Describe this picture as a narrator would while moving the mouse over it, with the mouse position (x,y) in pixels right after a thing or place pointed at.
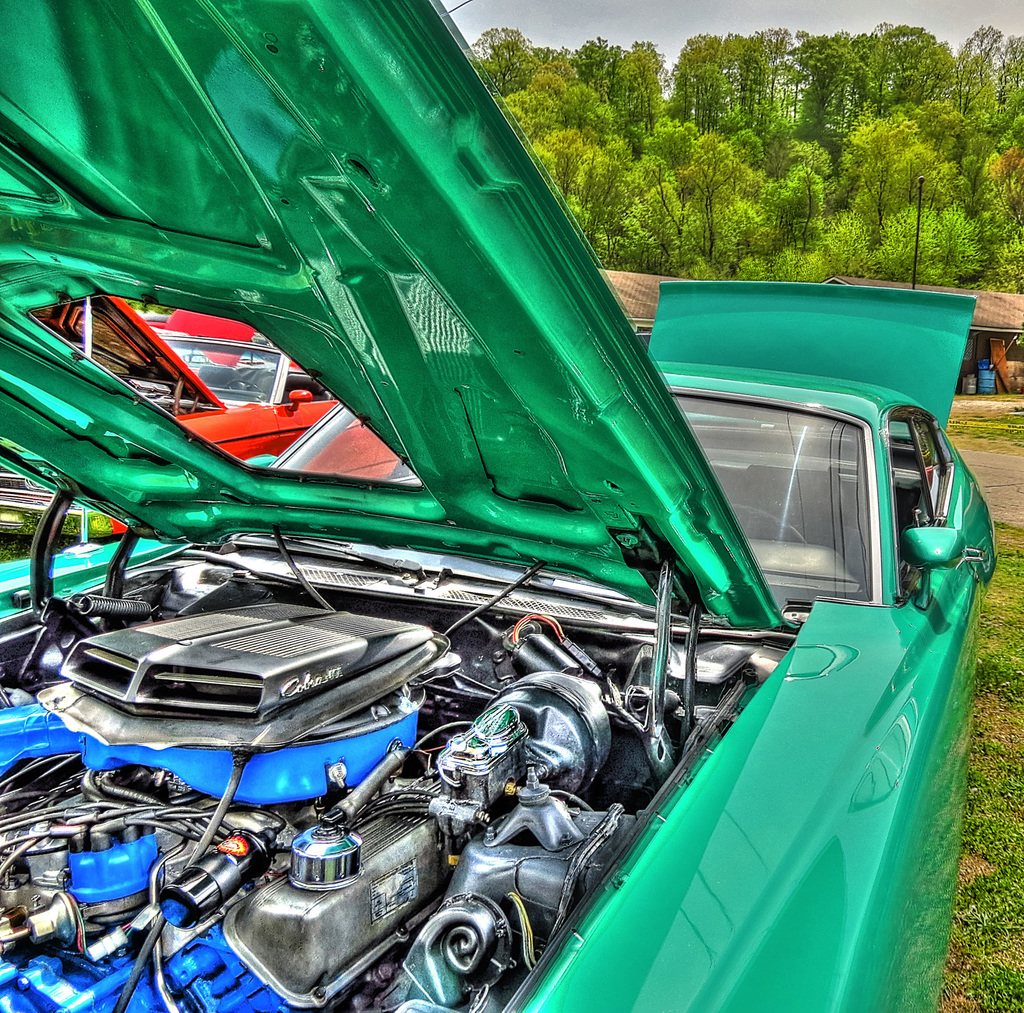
In this image I can see the engine (295,778) of the car (267,891) which is silver and blue in color and the car (625,525) is green in color. I can see another car (276,442) which is red in color. In the background (1000,447) I can see the ground (993,471), few sheds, few trees (752,231) and the sky (980,26).
